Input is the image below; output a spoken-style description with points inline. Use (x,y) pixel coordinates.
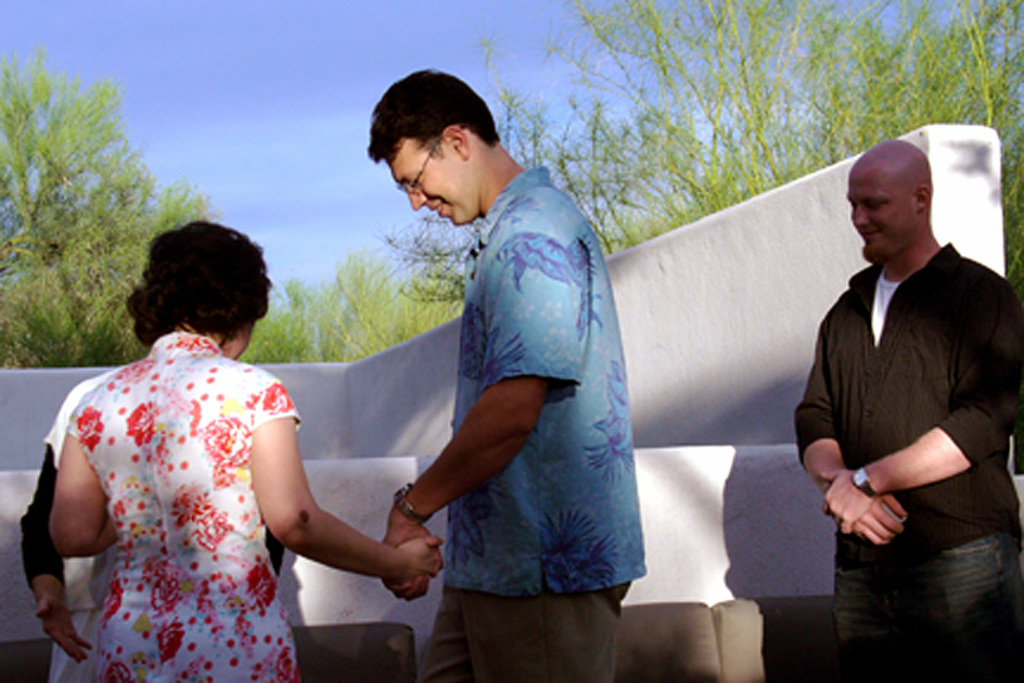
In the image there are four people (569,485) and the middle two people (421,498) are holding their hands (426,550) with each other, behind them there are some trees (115,286).
